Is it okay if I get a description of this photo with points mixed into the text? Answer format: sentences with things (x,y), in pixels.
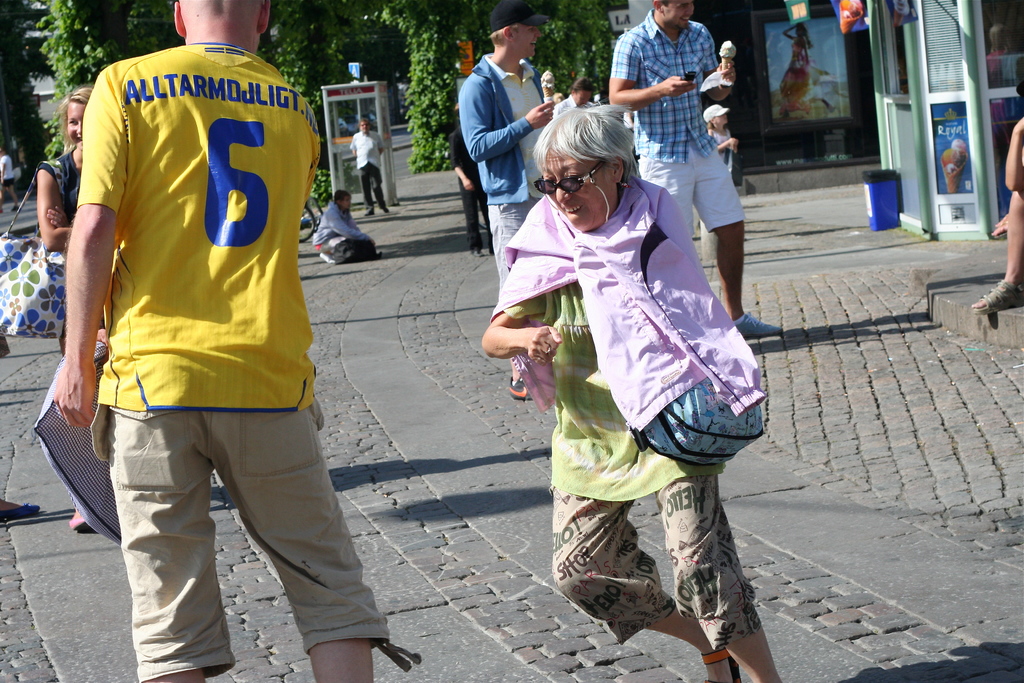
There are many people (617,127). Person (519,330) in the front (584,398) is holding a bag (706,395) and wearing specs (552,192). Persons (618,57) in the back (660,53) is holding ice creams (552,84). Person (238,179) on the left side (201,213) is wearing a t shirt (185,145) with a number (226,150) and something written on that. In the background (291,14) there are trees (337,20). On the right side (946,95) there is a building (921,169) and near to that there is a bin (888,192).
